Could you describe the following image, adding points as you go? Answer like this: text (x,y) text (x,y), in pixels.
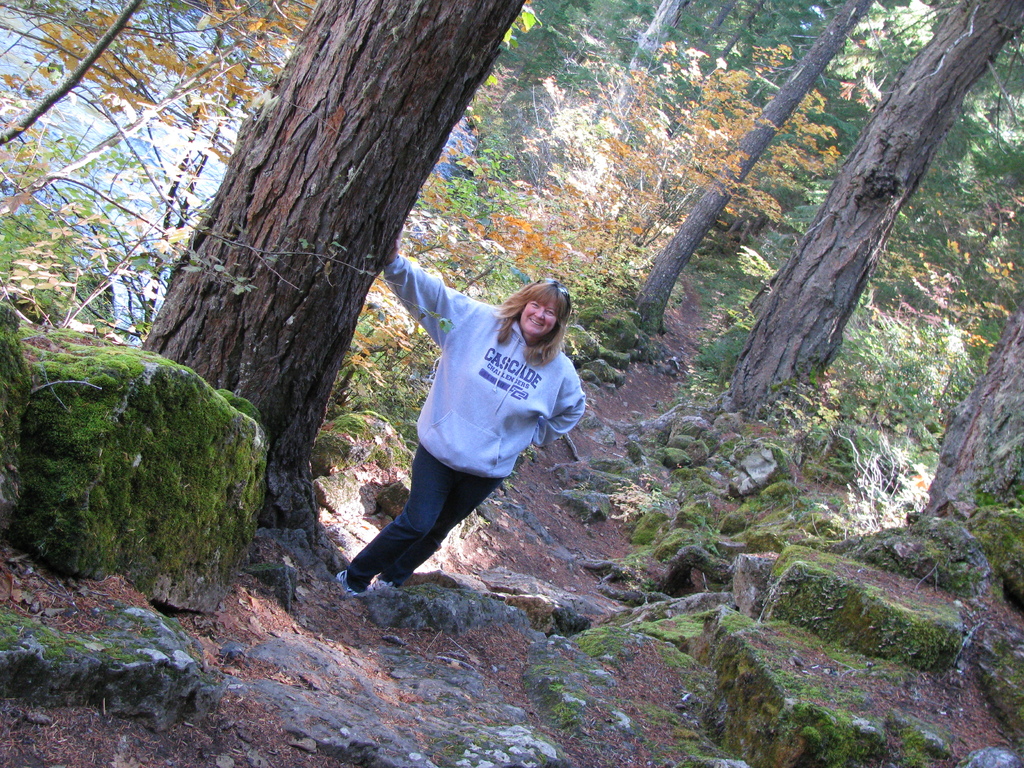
In the middle of this image (515,371), there is a woman (543,331) in a hoodie (491,376), standing on a path (331,588). Beside her, there is a tree (392,109). On the left side (72,528), there are rocks (338,442), trees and plants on the ground (323,602) and there is water (72,97). On the right side (879,512), there are rocks (835,699), trees (871,198) and plants (937,274) on the ground (0,708). In the background (786,253), there are trees (828,81).
